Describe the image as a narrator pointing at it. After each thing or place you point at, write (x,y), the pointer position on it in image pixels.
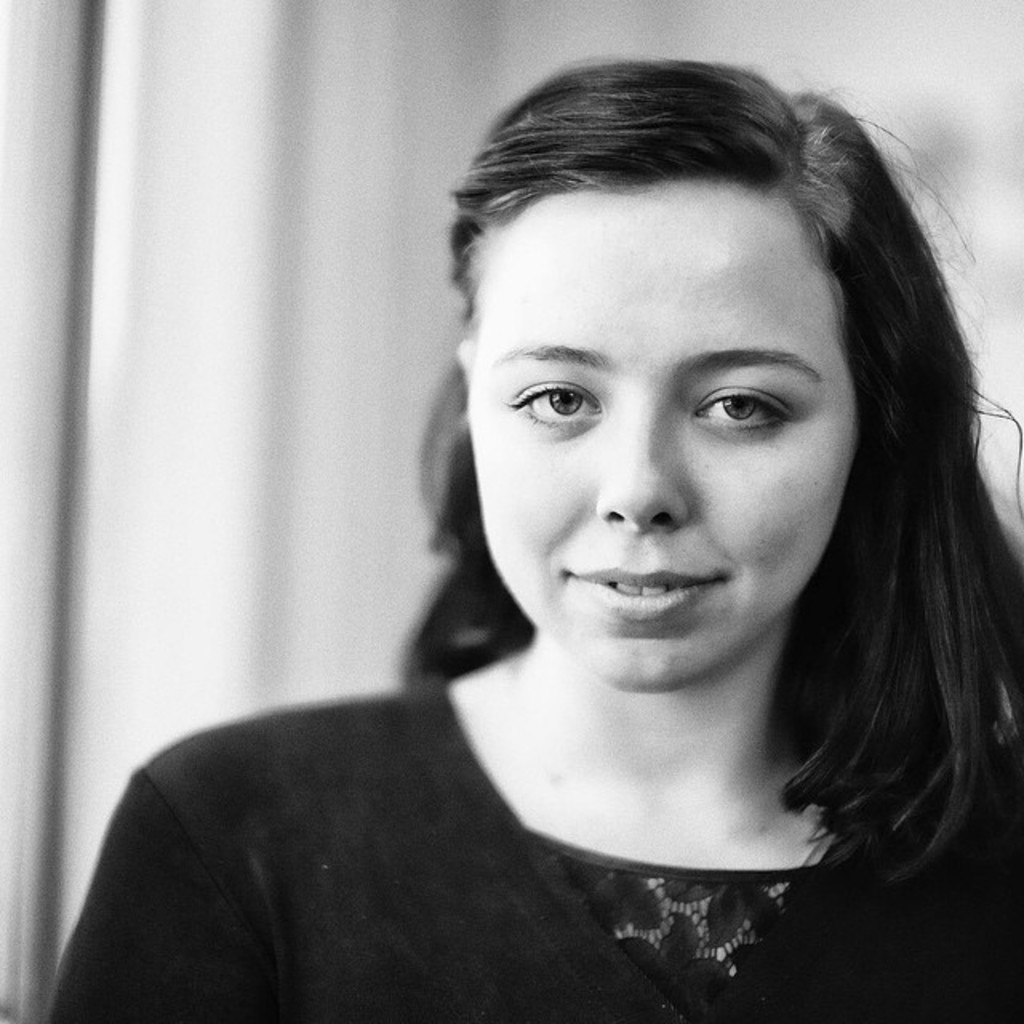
In this picture I can observe a woman (459,715). She is smiling. The background (122,188) is blurred. This is a black and white image.
